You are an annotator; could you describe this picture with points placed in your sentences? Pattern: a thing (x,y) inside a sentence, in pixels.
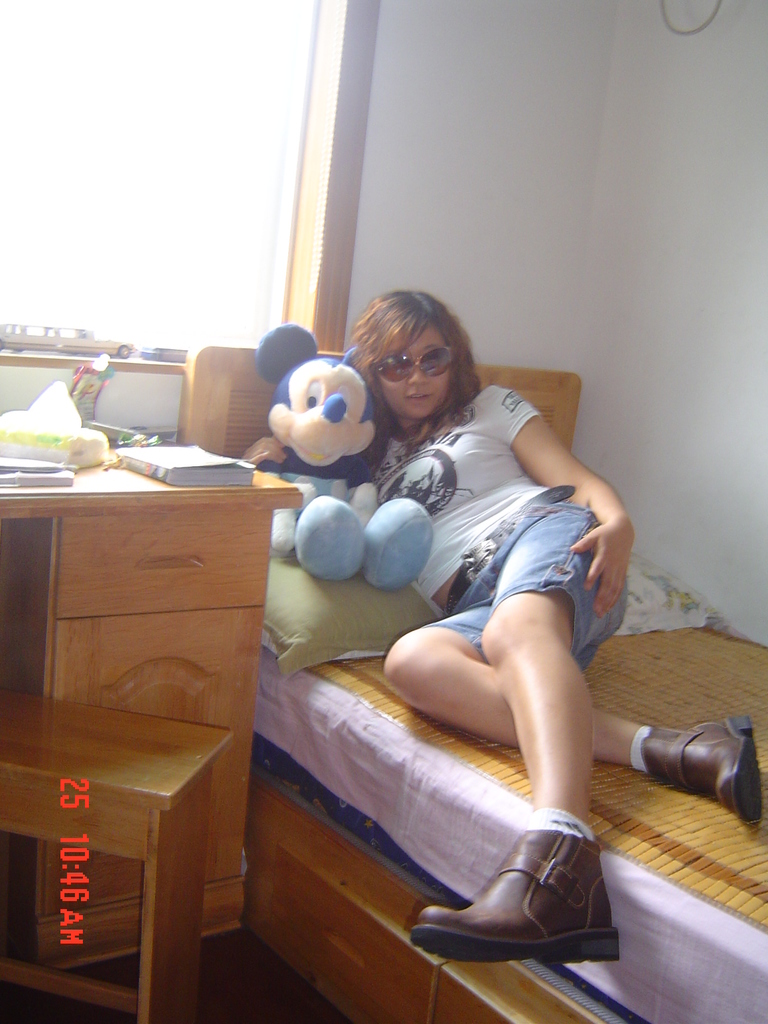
In this picture there is a woman (461,464) who is lying on the bed (712,647). She is wearing goggle (433,361), t-shirt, short (499,580) and shoes (710,790). Beside her I can see the mickey mouse doll (352,496), pillows (403,612) and bed sheet (699,948). On the table (155,485) I can see the books (158,473), papers (22,461), tissue paper (62,443), light (93,426) and other objects (83,398). Beside that there is a stool (155,744). In the top left (11,327) I can see some cars toy (51,350) which are kept on the wooden frame (317,205) near to the window (208,312). In the top right corner (663,4) there is a wire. In the bottom left corner (76,931) I can see the watermark (66,836).
